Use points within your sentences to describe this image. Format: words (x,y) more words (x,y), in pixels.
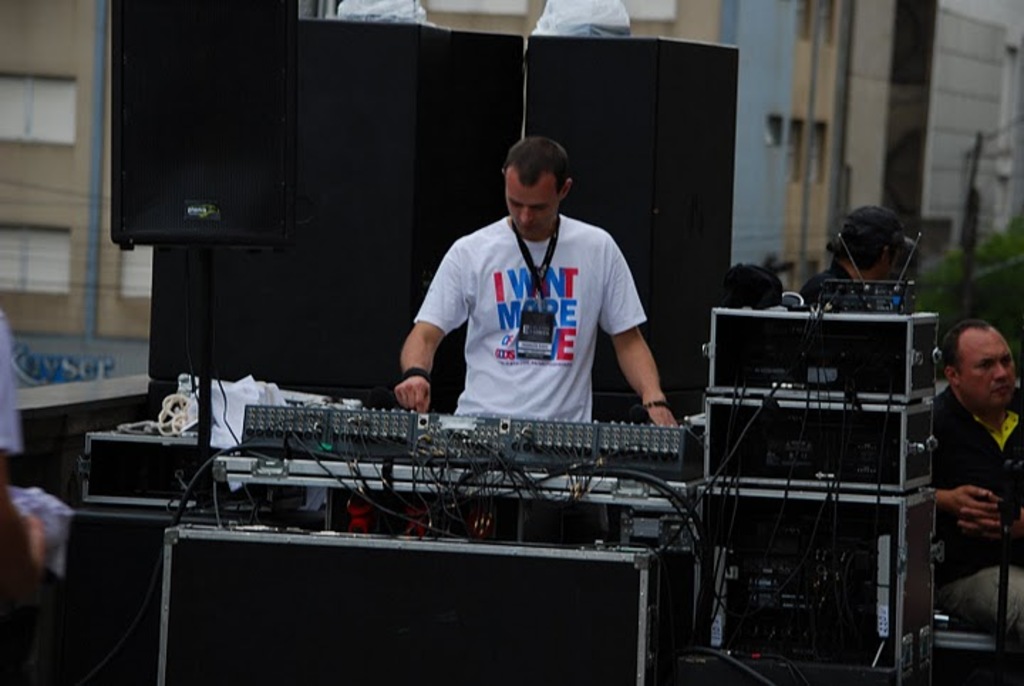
In this image we can see a person (537,332) wearing white color T-shirt (537,387) wearing Id card (523,333) operating DJ (524,448) and at the background of the image (470,203) there are some DJ boxes (662,116) and some persons (959,508) sitting around it there are some buildings (826,193).
